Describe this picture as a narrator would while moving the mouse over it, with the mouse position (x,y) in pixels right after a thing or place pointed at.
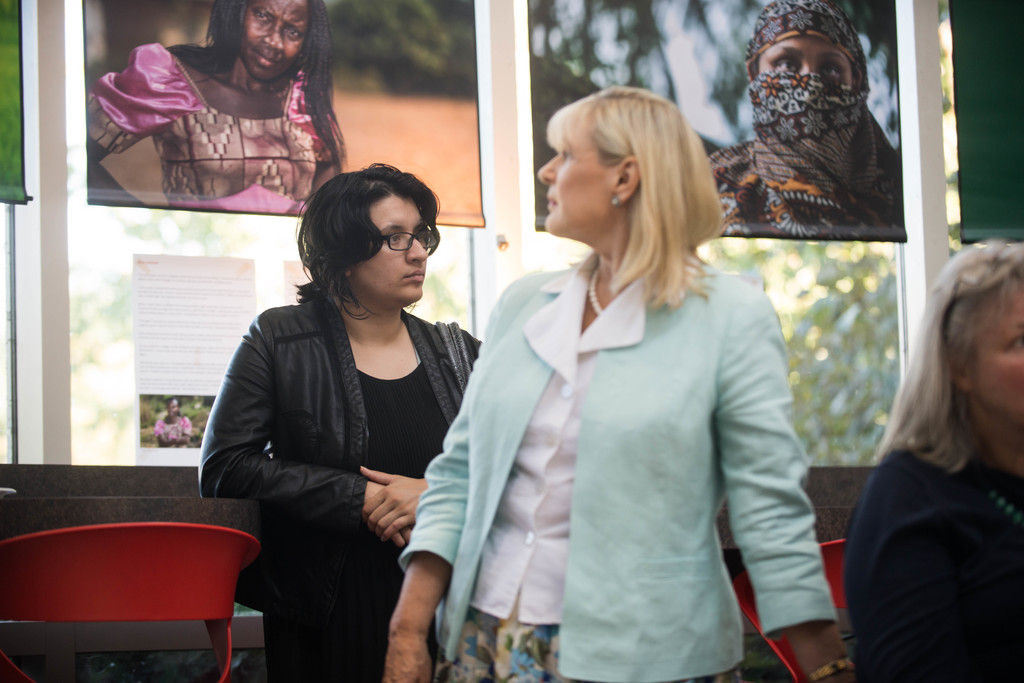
In this image i can see three women (612,403), one women (890,604) is sitting on the chair (790,661), there are two chairs (161,583) in the image. At the background (449,123) there is a glass door (457,281), a curtain (469,171) and a tree (781,284).
